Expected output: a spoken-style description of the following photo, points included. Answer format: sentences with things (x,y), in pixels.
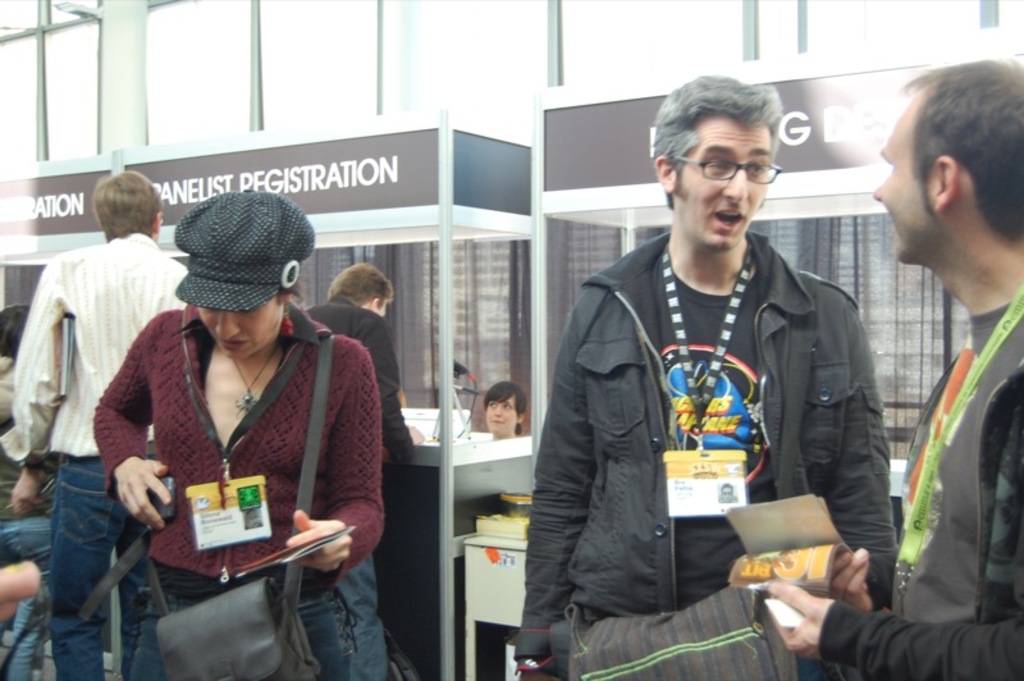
In this picture I can see a beautiful woman (157,437) is standing, she wore brown color sweater (205,457), black color cap (240,237). behind her there is a man (107,370) standing and there are stalls (392,220). On the right side (703,90) a man (876,453) is standing and speaking with this person (909,248). He wore black color t-shirt (723,384), coat (795,394), spectacles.
